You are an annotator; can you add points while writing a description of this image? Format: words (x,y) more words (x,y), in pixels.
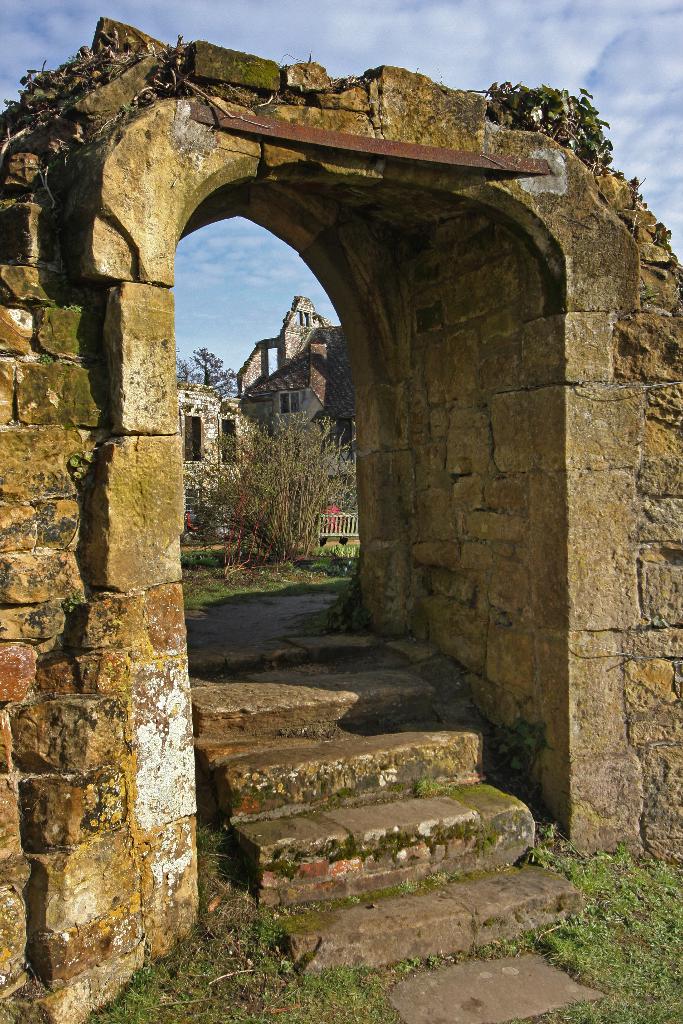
In the image there is a stone arch (138,240) with steps (348,824) below it and at the background (249,427) there is a stone building (220,468) with a tree (274,504) in front of it and above its sky (443,27) with clouds (376,15).
